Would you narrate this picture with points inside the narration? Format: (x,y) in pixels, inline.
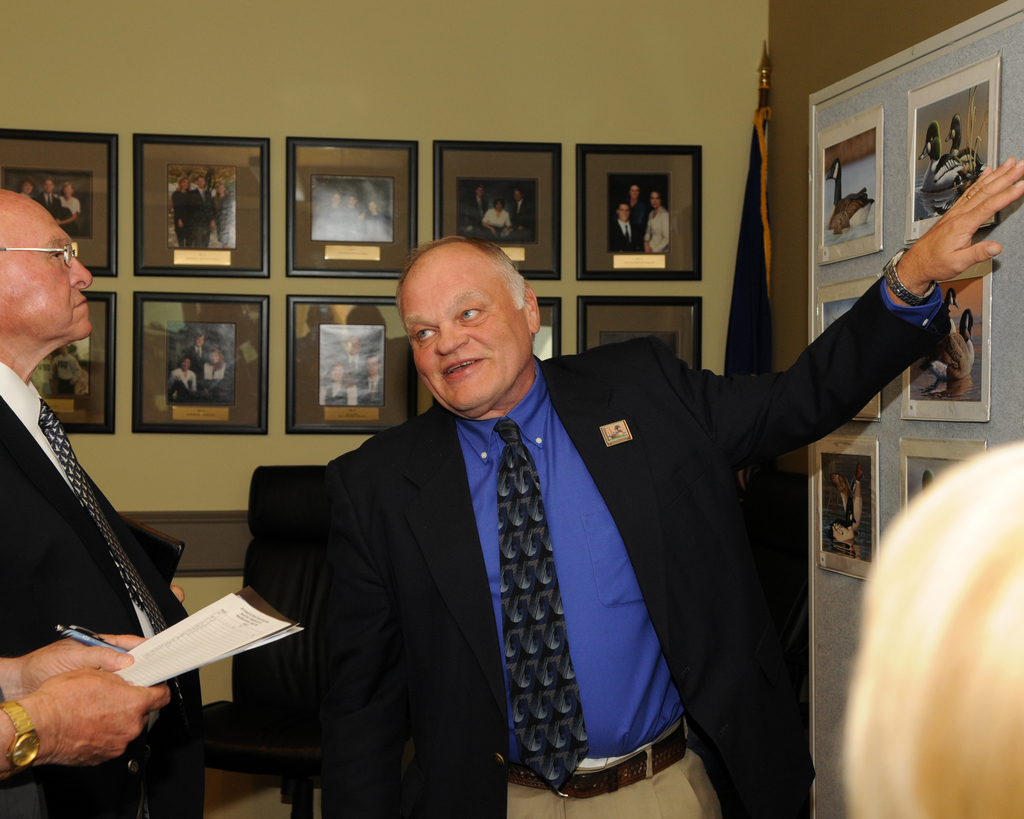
In the picture I can see people (502,343) are standing. In the background (178,189), I can see photo frames (322,145). On the right side of the image (940,189) I can see photo frames (987,371).
